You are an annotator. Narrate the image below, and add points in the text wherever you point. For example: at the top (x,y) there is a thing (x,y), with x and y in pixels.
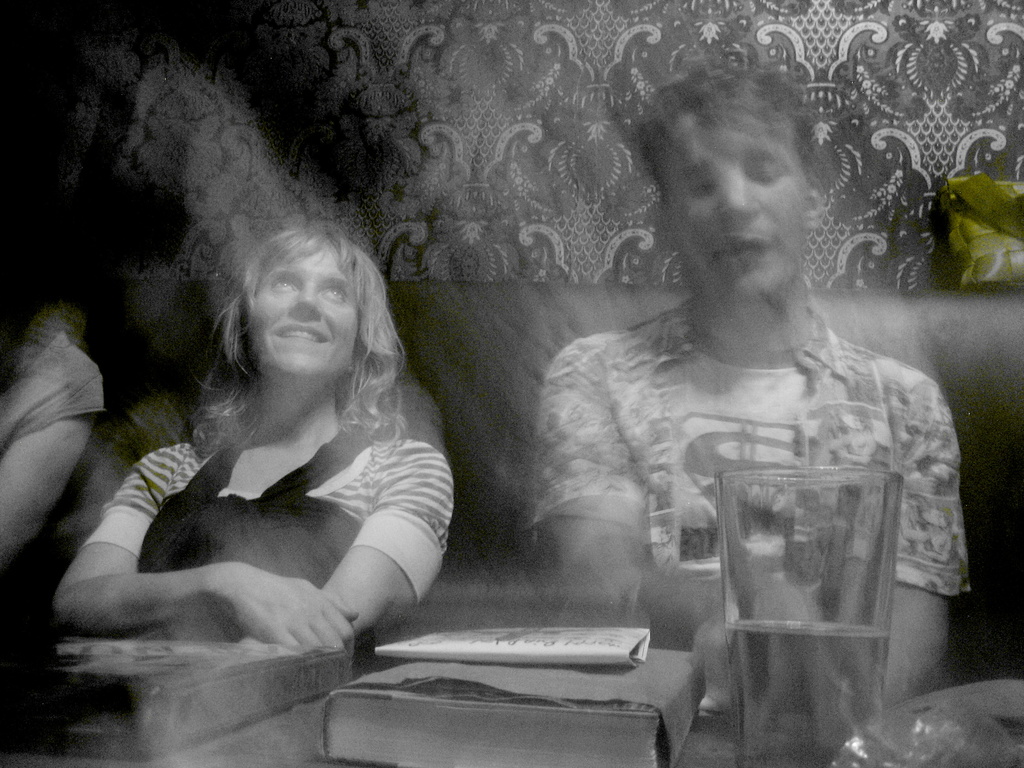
In the picture we can see a man (864,400) and woman (113,623) sitting on the sofa (529,569) near the table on it, we can see a book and a glass of water (846,706) and in the background (1,97) we can see a wall (1000,155) with some designs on it.
